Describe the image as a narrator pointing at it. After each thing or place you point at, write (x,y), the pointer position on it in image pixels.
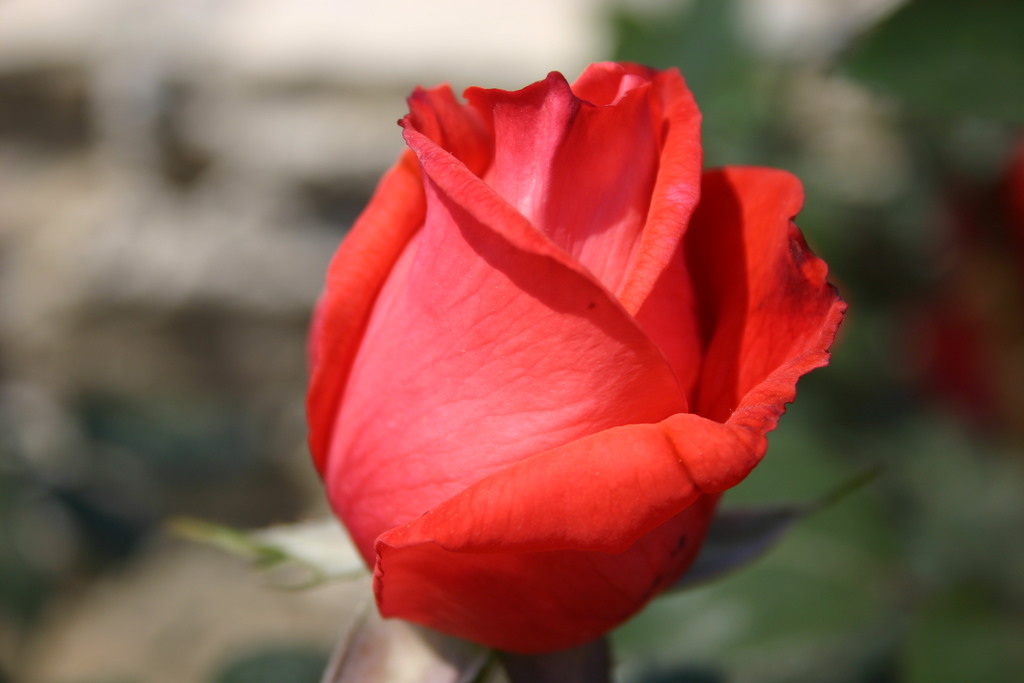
In this picture there is a red rose (357,399). In the back (901,232) I can see the blur image.
